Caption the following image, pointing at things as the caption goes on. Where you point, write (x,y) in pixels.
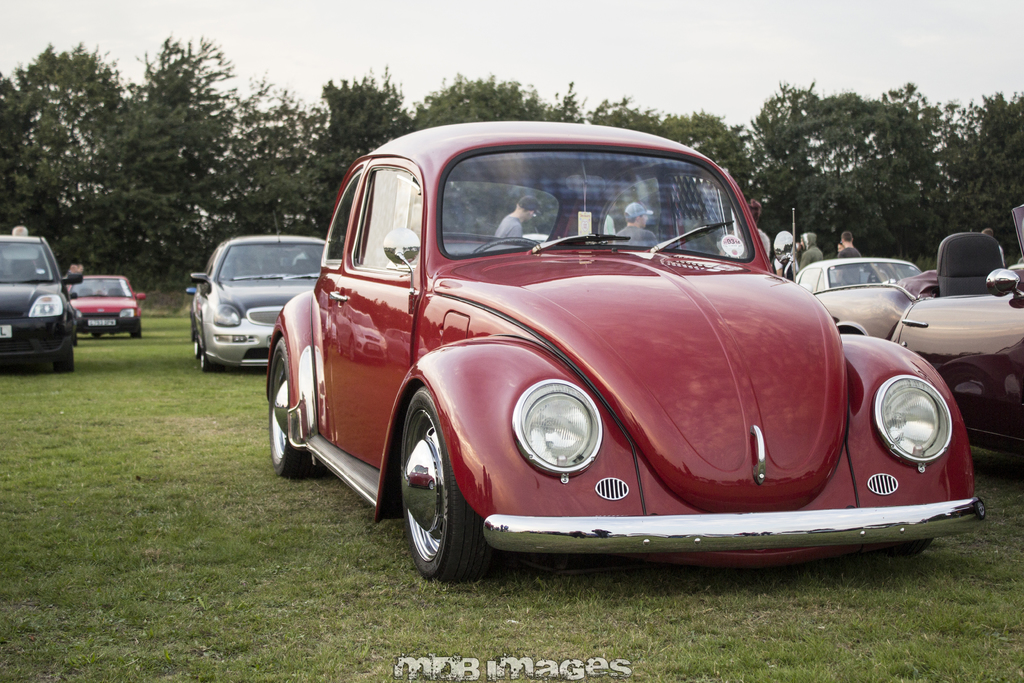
In this image, we can see some cars (421,376). There are trees (758,120) in the middle of the image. There is a sky (545,74) at the top of the image (571,46).
